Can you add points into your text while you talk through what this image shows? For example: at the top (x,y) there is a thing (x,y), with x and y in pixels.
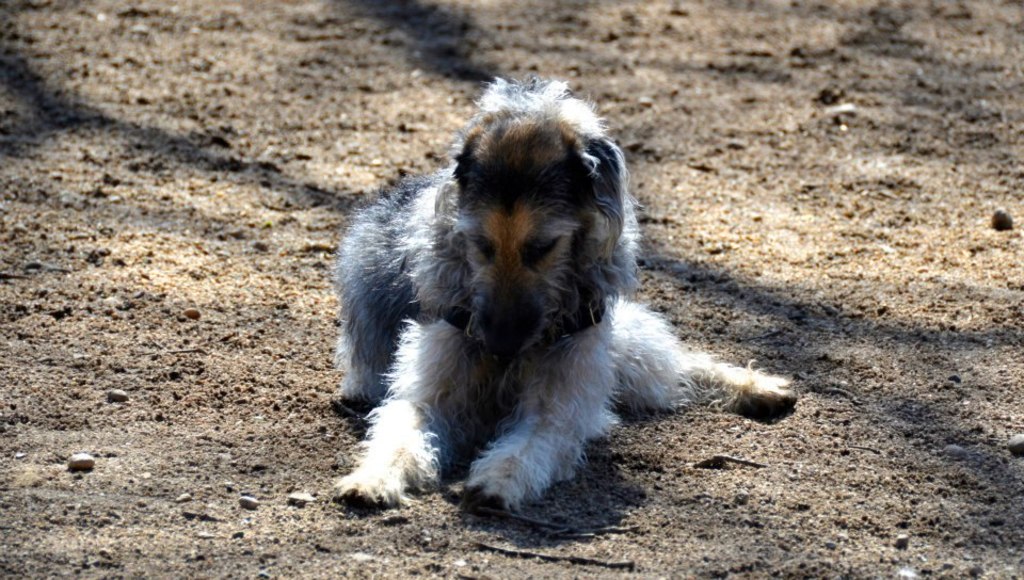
Here we can see a dog (445,277) sitting on the ground (151,274).
